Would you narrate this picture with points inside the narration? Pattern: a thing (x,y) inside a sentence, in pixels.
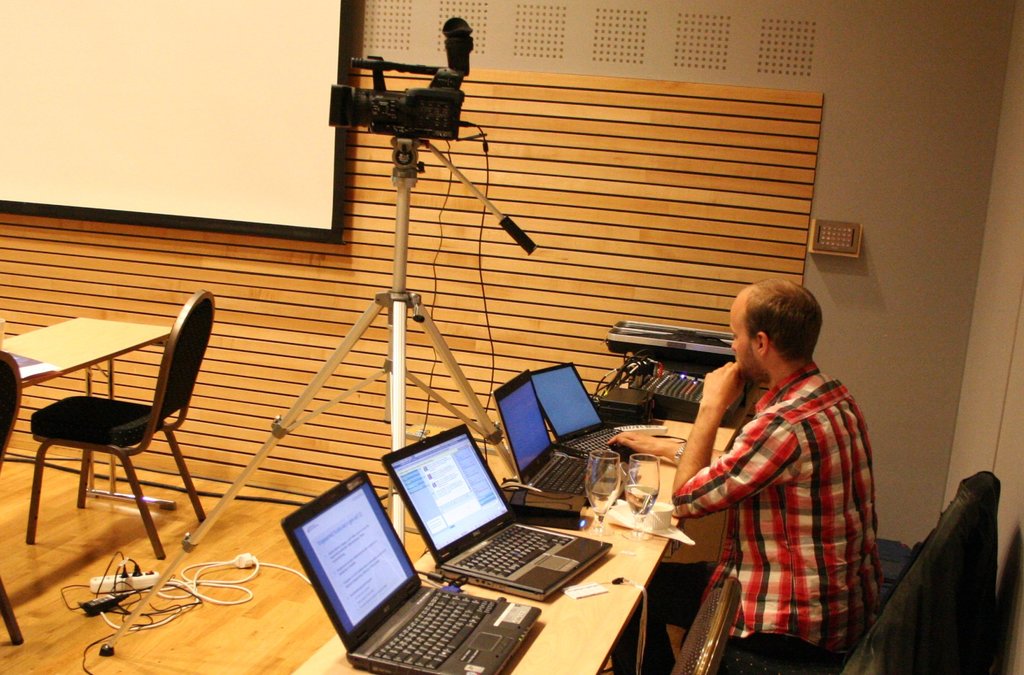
The image is inside the room (258,539). In the image there is a man (793,562) sitting on chair (903,590) in front of a table (615,530), on table (561,602) we can see glass (647,494), laptop (589,416), wires (625,366), mixer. In middle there is a camera (399,102), on left side (70,339) we can see a table (85,345) and a chair (191,368), white color board (162,146) on wall (135,247) at bottom (93,587) there is a switchboard (111,584) and some wires (199,601).
